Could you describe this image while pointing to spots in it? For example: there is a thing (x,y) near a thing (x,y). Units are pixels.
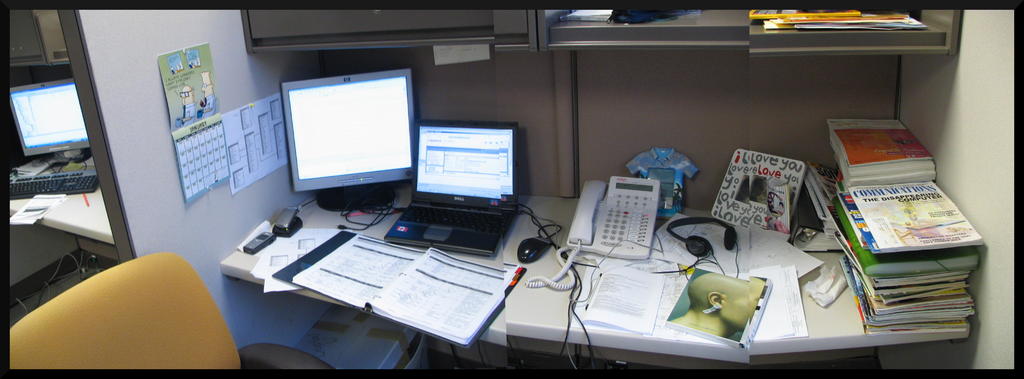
In this image there is a chair (93,303), tables (53,212), books (861,272), papers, monitors (385,145), telephone (613,212), laptop (511,179), keyboard (29,186), mobile (262,243), mouse (526,255), headset (696,236) and objects (191,121).
